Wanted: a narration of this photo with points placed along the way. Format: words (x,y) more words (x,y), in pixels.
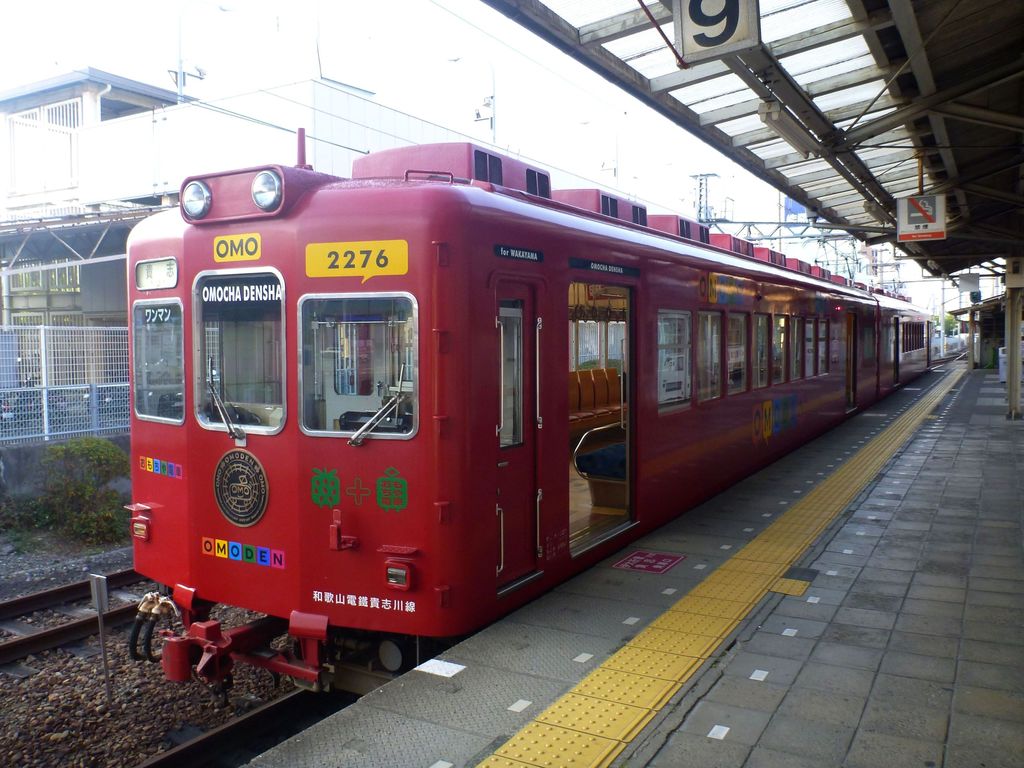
In this image, we can see a red train (570,461) on the track (235,736). At the bottom (522,708), there is a platform (795,649). Right side of the image (1014,368), we can see a shed (983,158), few boards (918,216), sign board (900,199). Background (5,391) we can see house (114,237), railing (86,346), few plants (93,511). Top of the image (768,224), we can see ropes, rods (706,199). Here we can see the inside view of the train (606,427).
